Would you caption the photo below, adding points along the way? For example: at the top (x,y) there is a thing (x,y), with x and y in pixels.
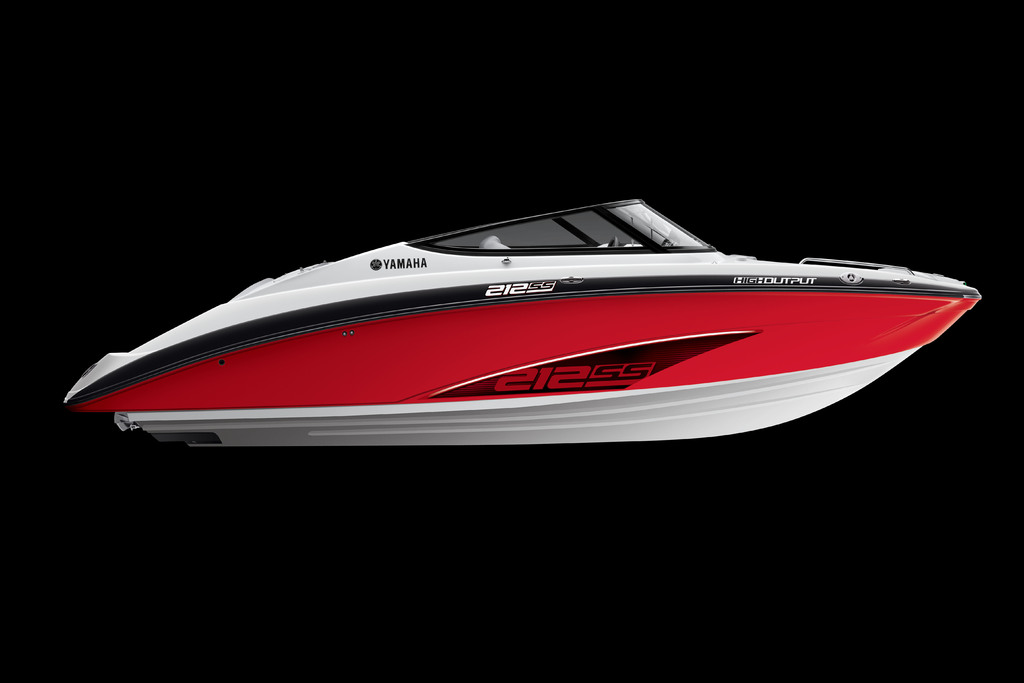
In this picture we can see a boat (795,286) and in the background (573,544) it is dark.
